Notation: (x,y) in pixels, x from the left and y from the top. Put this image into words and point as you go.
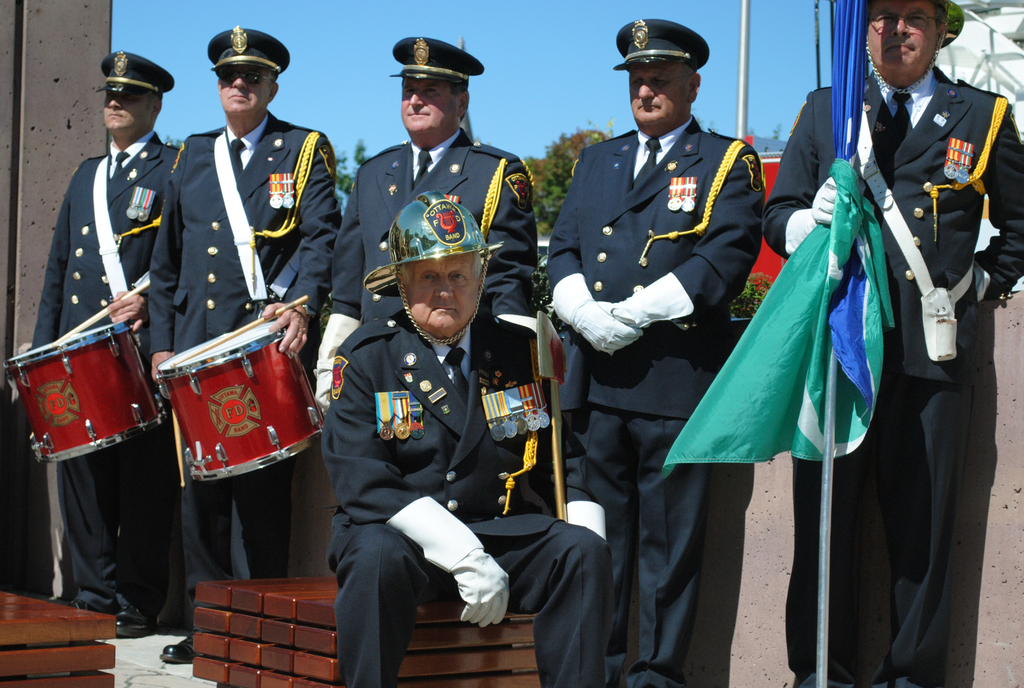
In this image we can see a man (471,613) sitting on the seating stool (455,613). In the background (680,206) there are men (632,214) standing on the floor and some of them are holding musical instruments (229,383) in the hands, trees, poles (819,81), flag (830,252) to the flag post (827,375) and sky (399,113).
